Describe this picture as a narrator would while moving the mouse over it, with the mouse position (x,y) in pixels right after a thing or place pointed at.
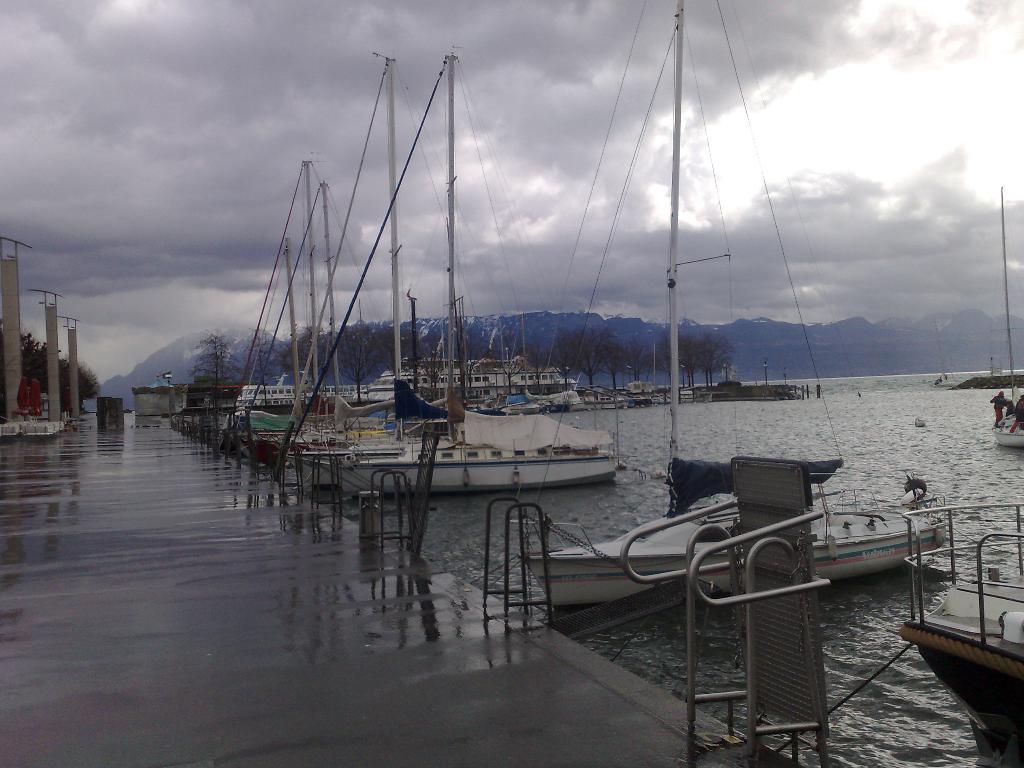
In this image there is water (872,498) and we can see ships (903,539) on the water (933,594). On the left (326,733) there is a broad bridge (203,563). In the background (270,330) there are trees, hills (550,335) and sky (422,20). We can see railings (517,603) and there are poles (55,396).
